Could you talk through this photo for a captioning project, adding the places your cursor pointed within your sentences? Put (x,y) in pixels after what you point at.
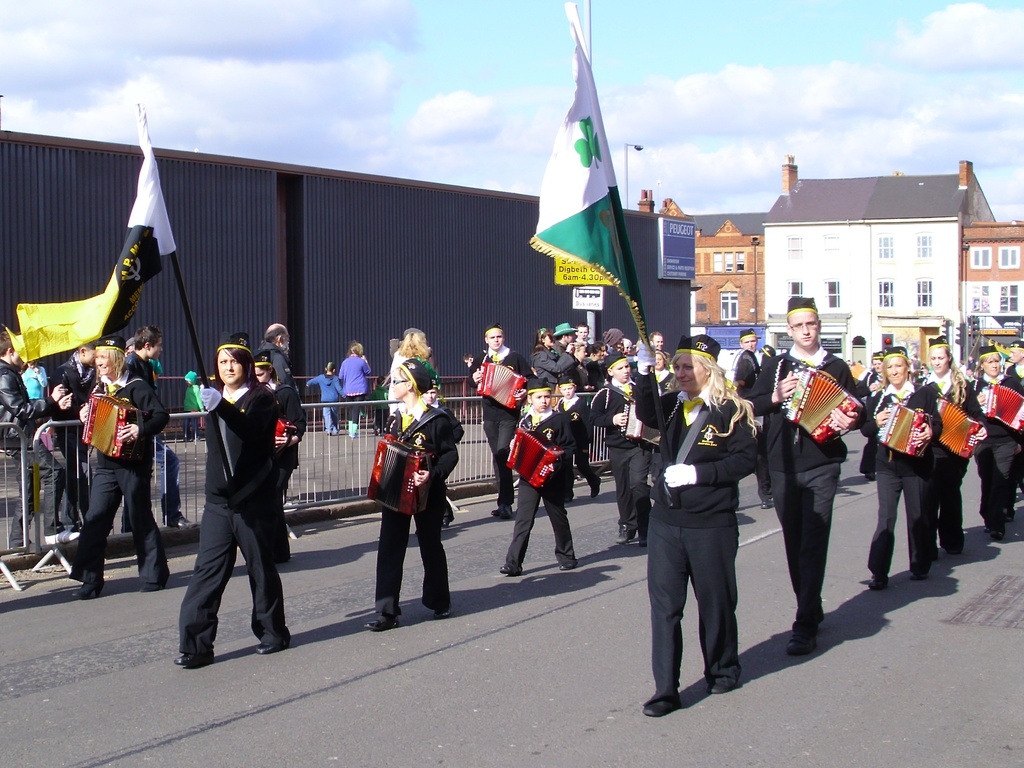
In this image there are a few people (940,387) walking on the road (572,507), few (738,441) are holding flags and few (797,464) are holding some instruments (912,437). On the side of the road (825,583) there is a railing (524,411). In the background (420,275) there are buildings (820,233) and the sky (702,106).
